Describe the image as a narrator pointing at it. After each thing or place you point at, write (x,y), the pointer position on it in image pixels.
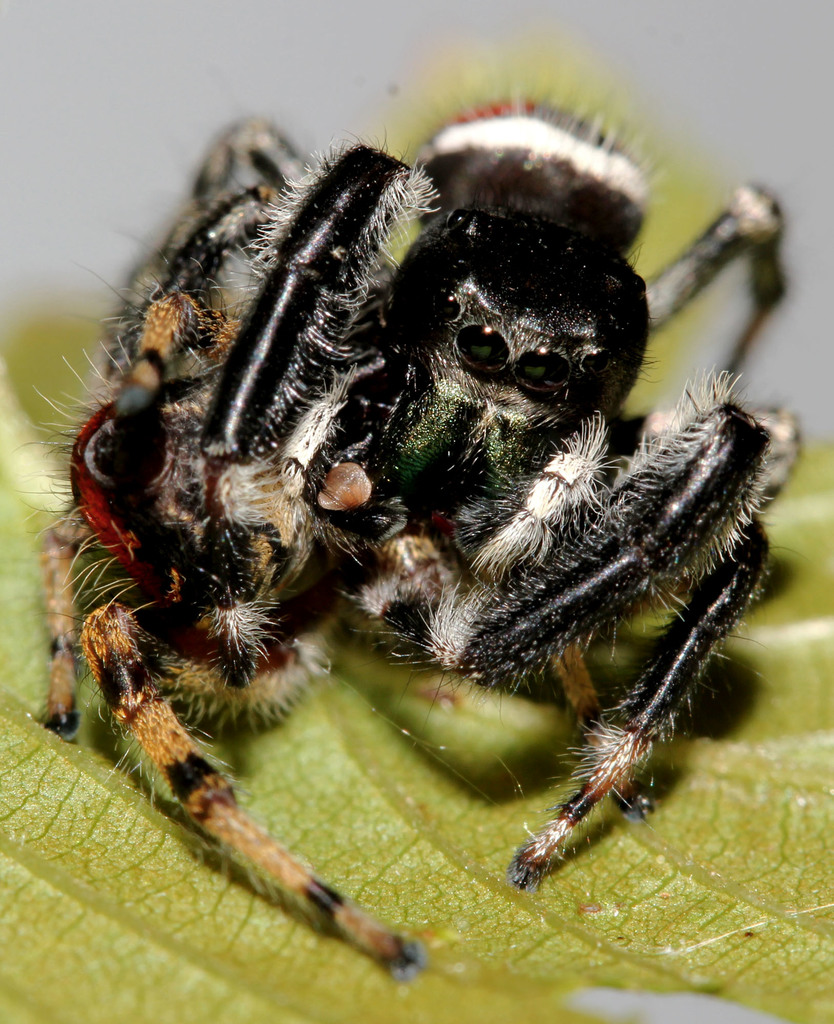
In the center of the image (443,433), we can see an insect (453,591) on the leaf (621,852).
